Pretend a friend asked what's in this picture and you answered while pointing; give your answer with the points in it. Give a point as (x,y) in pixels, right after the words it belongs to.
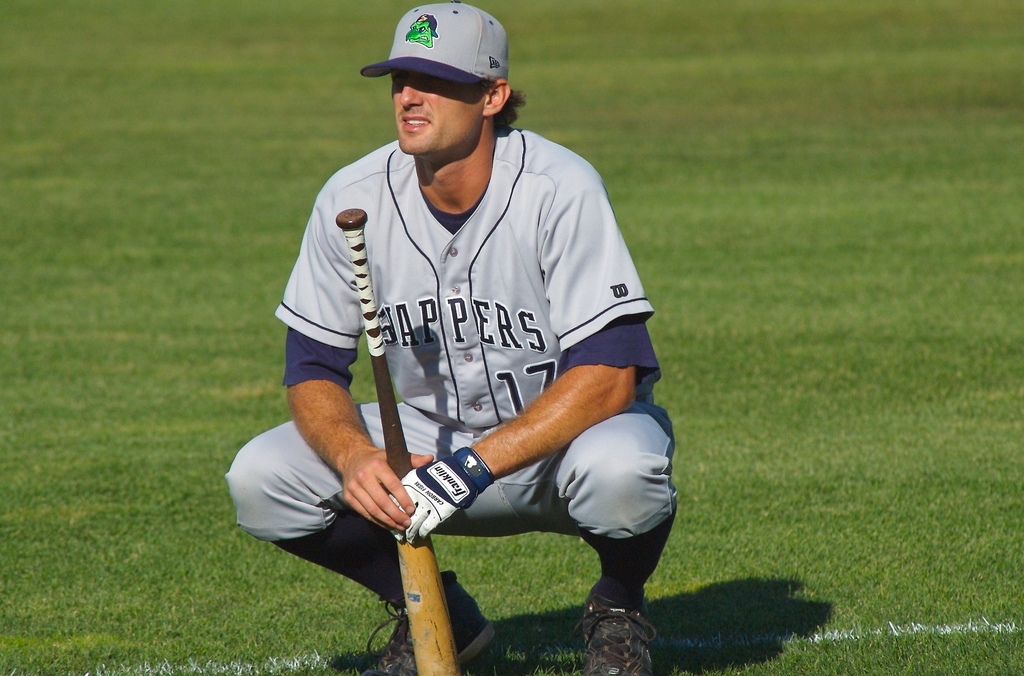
There is a person (391,260) wearing cap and glove (459,457) is in a squat position and is holding a bat (389,447). On the ground (247,406) there is grass (711,468).
